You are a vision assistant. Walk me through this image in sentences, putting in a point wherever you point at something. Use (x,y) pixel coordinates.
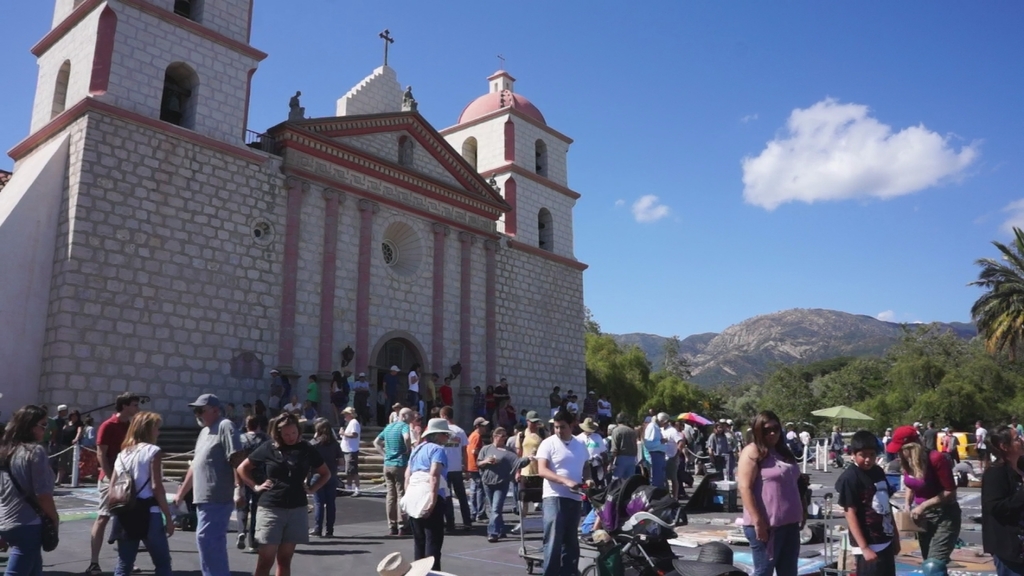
In this image there are a group of people (532,447) standing. Behind the persons (437,405) we can see a building (335,308), group of trees (735,394) and mountains (740,333). At the top (581,26) we can see the sky (494,24).
